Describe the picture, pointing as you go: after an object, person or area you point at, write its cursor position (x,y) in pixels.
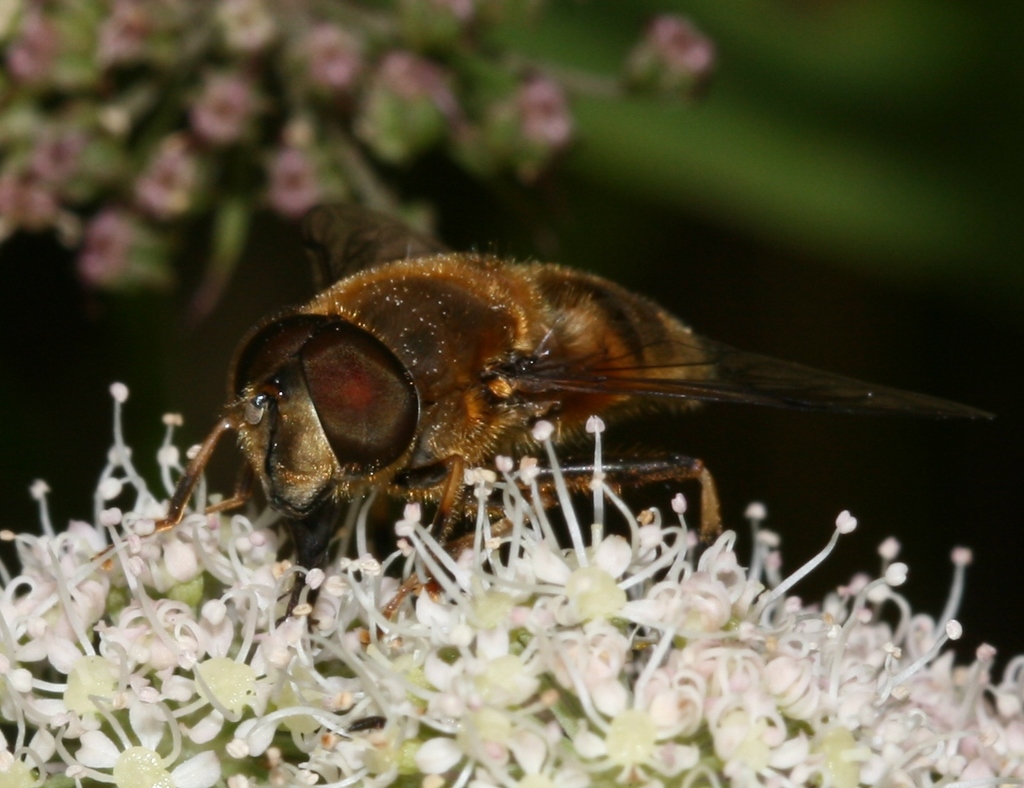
At the bottom (413,683) there are some flowers (230,693). On the flowers (365,514) there is a hoverfly (406,392). In the background (343,134) few flowers (325,78) and leaves (681,110) are visible.
